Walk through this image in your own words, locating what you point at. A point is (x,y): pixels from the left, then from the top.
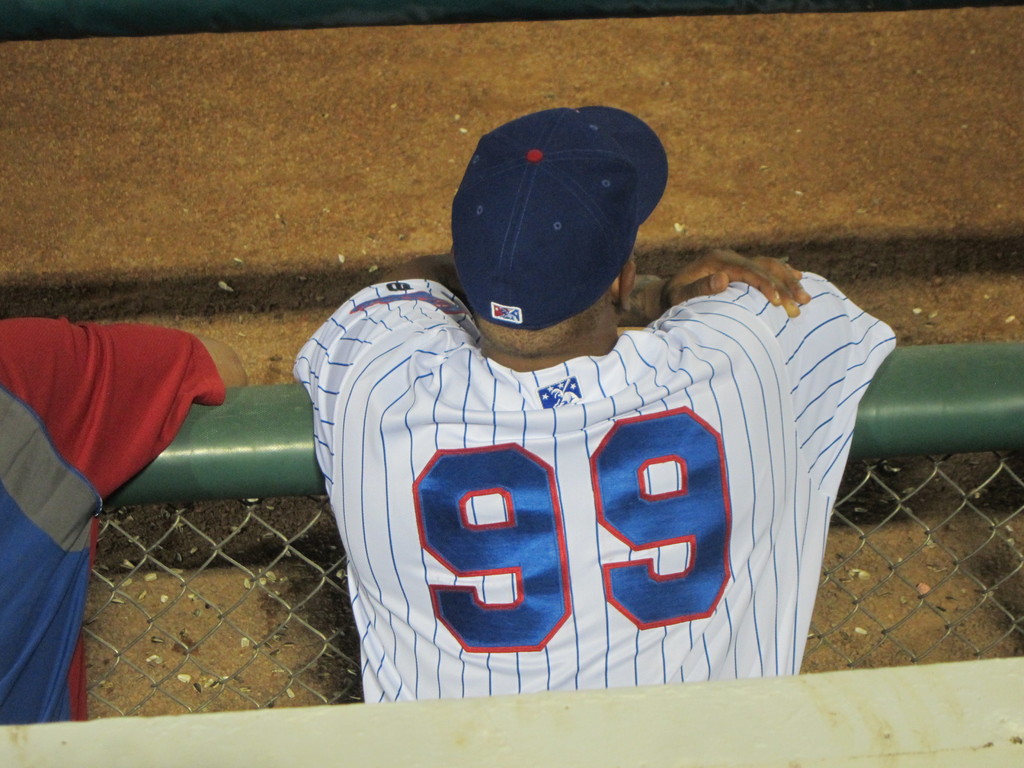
In the center of the image (398,358) we can see a man (645,422) is standing and wearing t-shirt (645,461), cap (640,216). On the left side of the image (25,386) we can see a person (102,387) is standing and wearing t-shirt (88,391). In the background of the image (98,564) we can see the wall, mesh (124,598) and ground (312,557). At the bottom of the image (475,714) we can see the wall (572,702).
